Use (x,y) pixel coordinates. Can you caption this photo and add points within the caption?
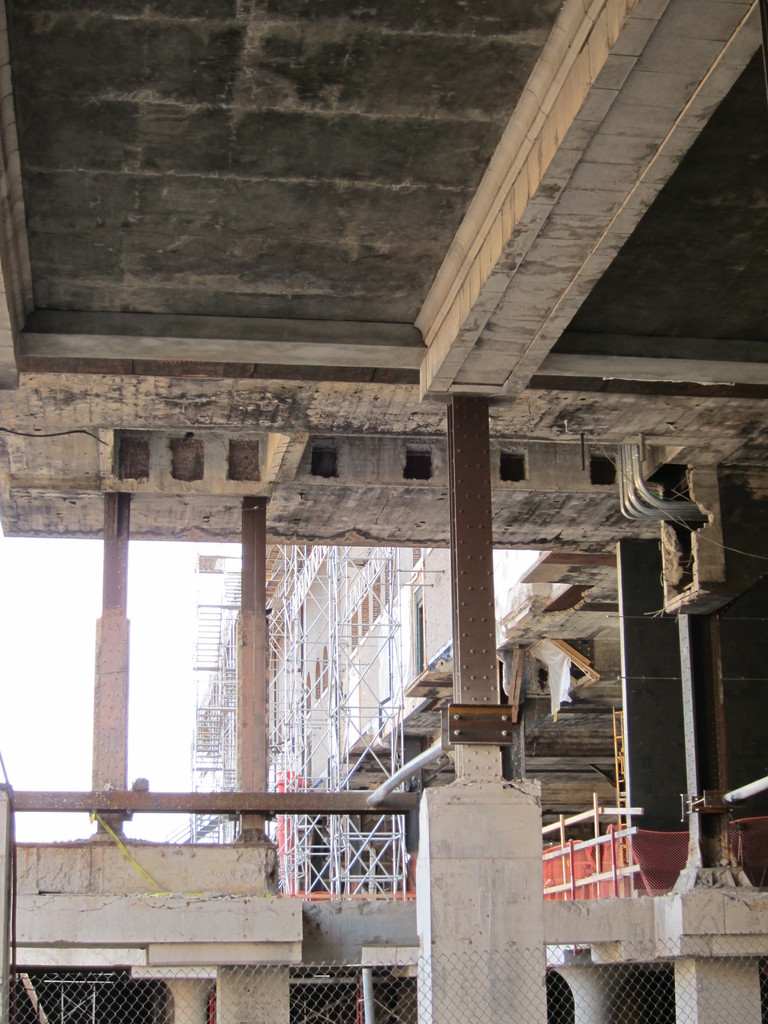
In this picture we can see a building (414,621) here, at the bottom (383,1008) there is fencing (383,1008), we can see slab (392,252) here, we can see pillars (455,672) here, in the background (322,676) there are some scaffolds (287,685), we can see sky (73,670) here.
